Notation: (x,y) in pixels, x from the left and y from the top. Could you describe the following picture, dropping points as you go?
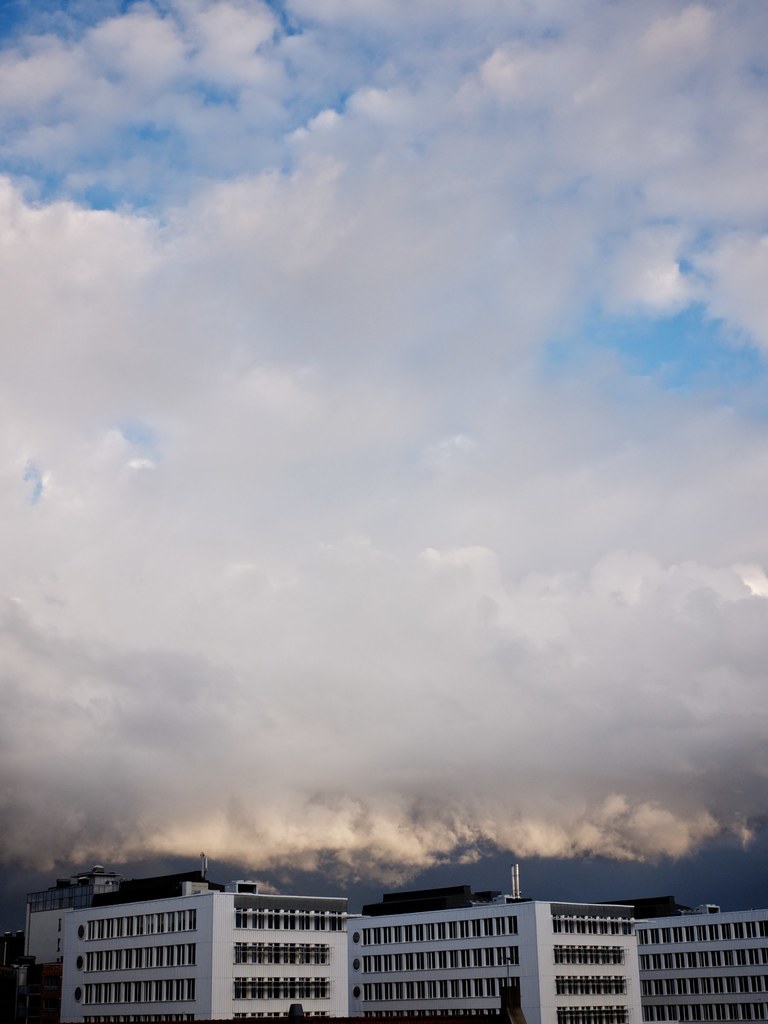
This image consists of buildings (467,955) along with windows (680,953). At the top (591,321), there are clouds (353,570) in the sky (445,627).
